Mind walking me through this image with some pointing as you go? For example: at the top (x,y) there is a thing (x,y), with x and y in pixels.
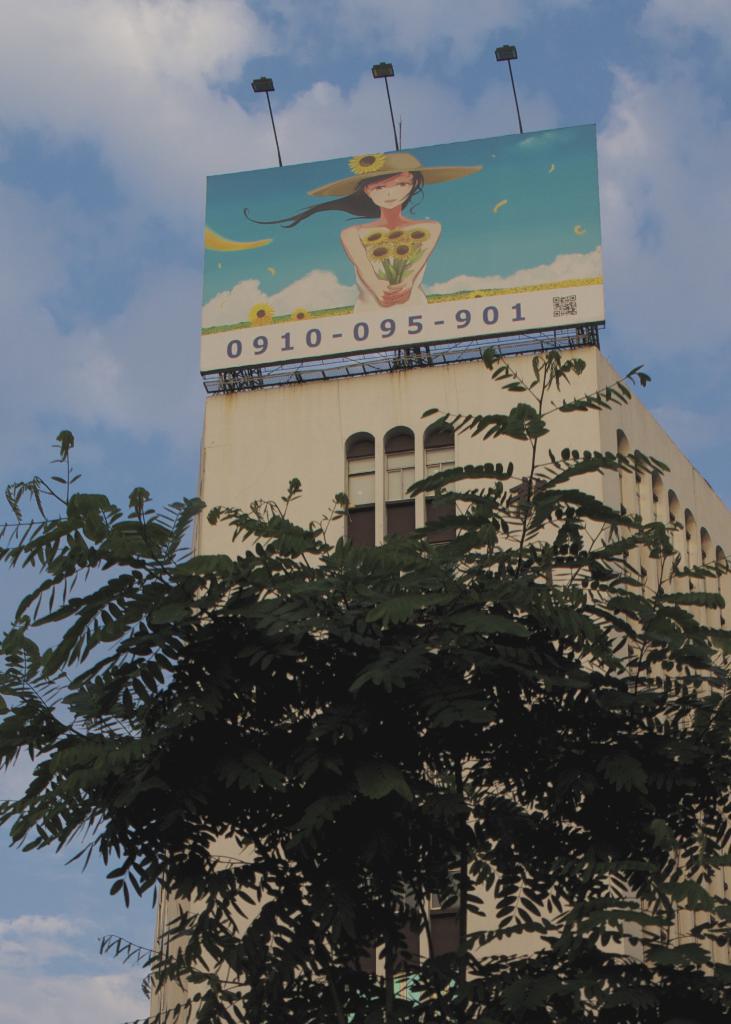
In this image I can see few trees (442,871) in green color. In the background (368,441) I can see the building (307,431), board (397,221), few lights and the sky (94,204) is in blue and white color.
